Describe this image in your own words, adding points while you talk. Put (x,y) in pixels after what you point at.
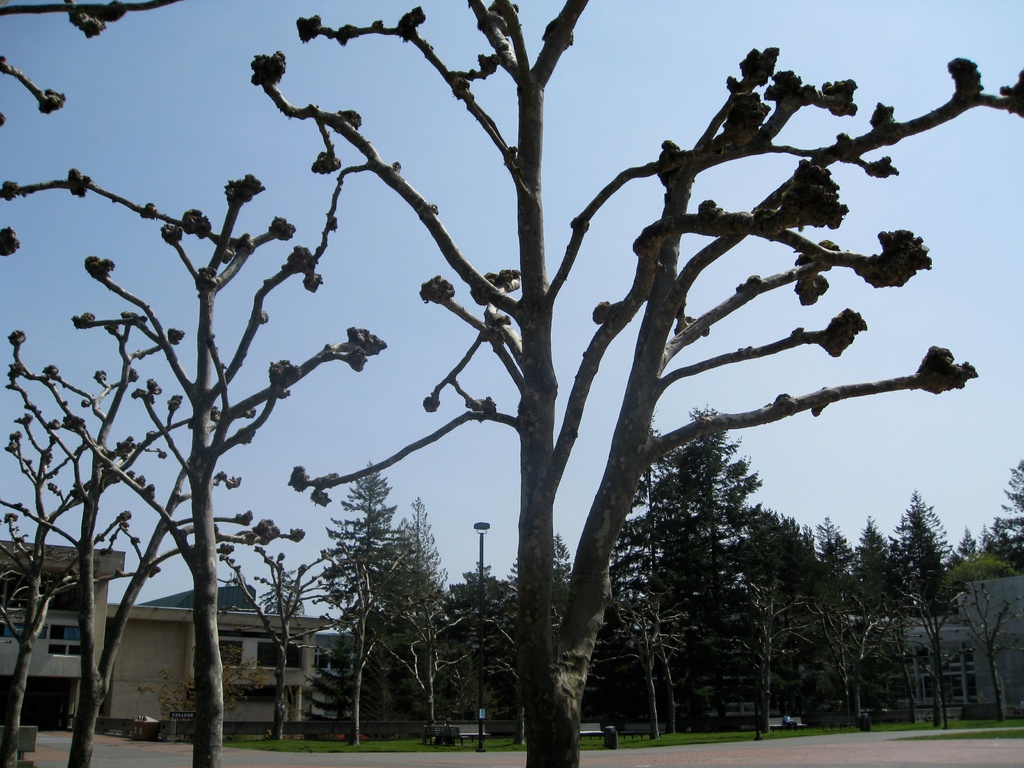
In this picture we can see trees (206,730), buildings (45,690) with windows (955,670), benches (844,722), path (681,754), grass (776,735), pole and a person (790,726) sitting on a bench (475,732) and in the background (326,434) we can see the sky (626,372).
